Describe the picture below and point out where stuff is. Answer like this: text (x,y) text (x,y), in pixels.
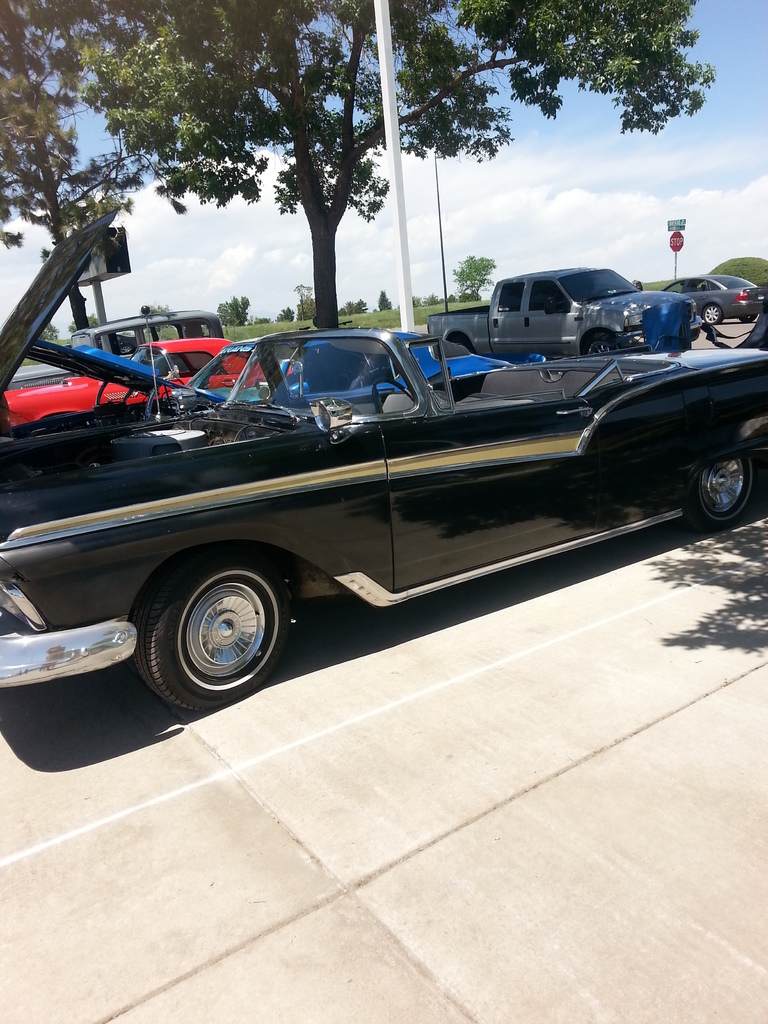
In the center of the image (465,459) we can see car (388,507) on the road (593,699). In the background (471,282) we can see cars (748,284), sign board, pole (407,260), trees (187,107), plants (232,327), sky (745,117) and clouds (572,211).
